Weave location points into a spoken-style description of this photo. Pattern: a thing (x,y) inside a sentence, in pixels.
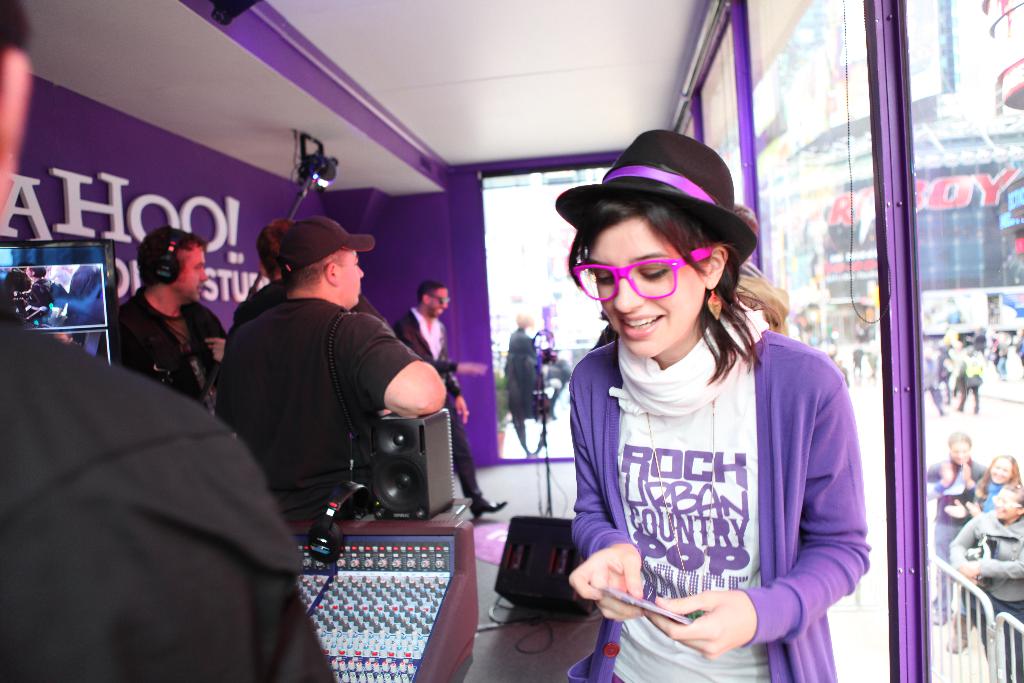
In this image there are few persons (242,384) standing and we can see a speaker (439,495) and headset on a device (341,659), objects (546,370) on the floor (511,611) and a hoarding (238,184) and through the glass doors (946,116) we can see few persons (958,440) are standing and walking on the road (879,414), fence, buildings (836,269), hoarding (779,160) and other objects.
